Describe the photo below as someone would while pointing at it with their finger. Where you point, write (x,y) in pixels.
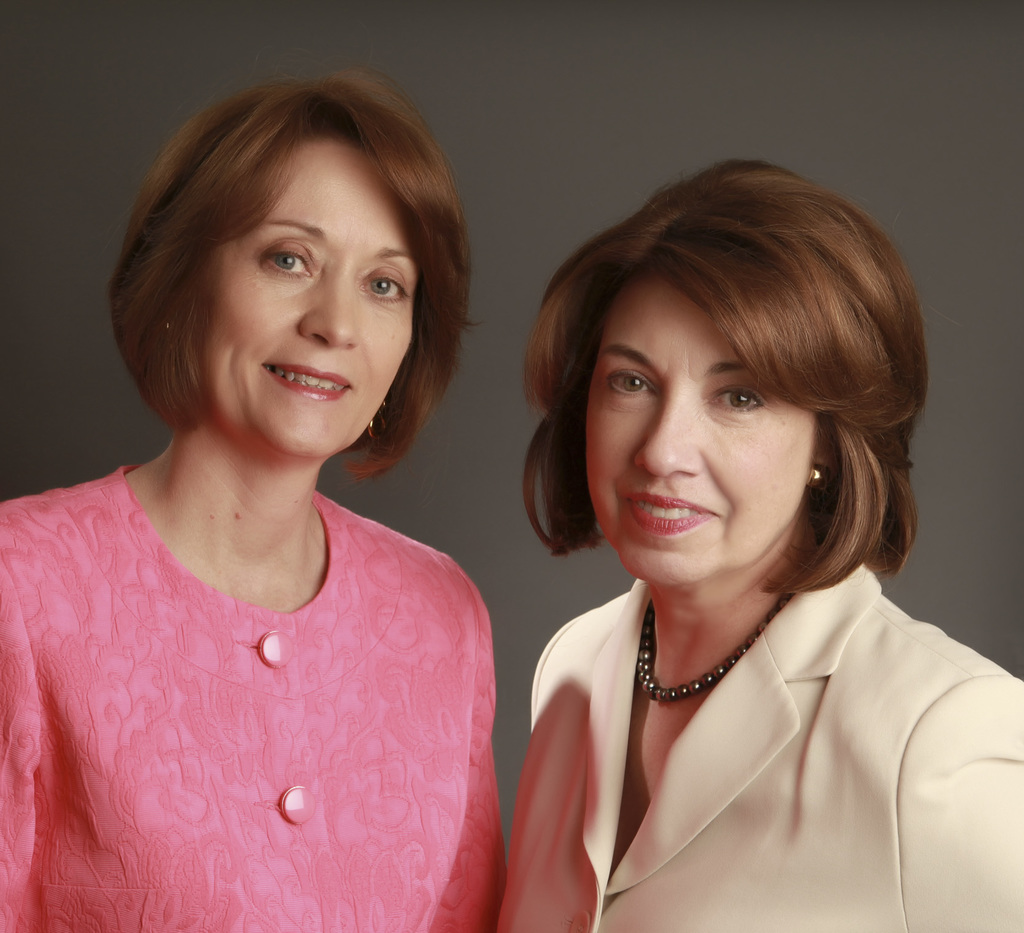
Here I can see two women (306,425) smiling and giving pose for the picture. The woman (775,529) who is on the right side (843,826) is wearing a suit (763,787), the other woman (301,420) is wearing a pink color dress (226,648).
